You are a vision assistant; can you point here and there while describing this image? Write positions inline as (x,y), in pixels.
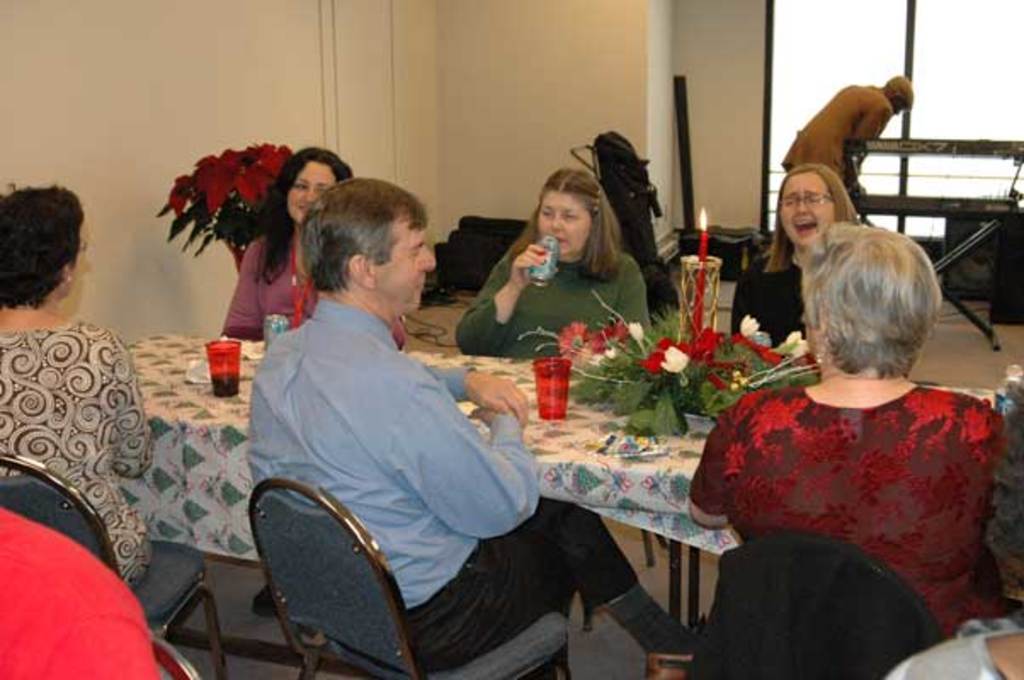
It is a party, there is a table (611,432) which is of rectangular shape, on the either side of the table (211,420) there are six people (404,527) sitting on the table (561,475) there is a candle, glasses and also some flowers (645,377) in the background (879,131) a man (867,135) is working, there is a cream color wall (556,69) and a window (842,71).
